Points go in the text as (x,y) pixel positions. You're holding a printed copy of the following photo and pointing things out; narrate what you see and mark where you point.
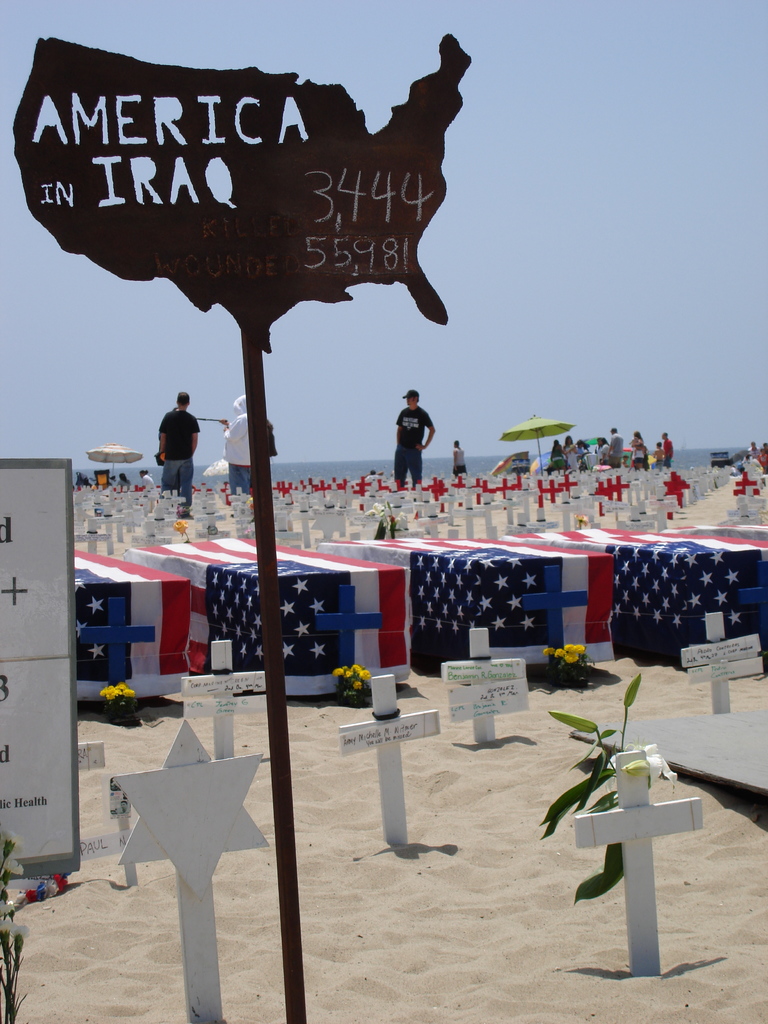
In this image we can see few boxes (620,618) covered with flags (423,608), there are few wooden objects (630,810) on the ground (449,725) and plants (564,670) with flowers (568,657) and there are boards (293,249) with text (228,260), there are few people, umbrellas (537,437) and the sky (485,410) in the background (89,357).
